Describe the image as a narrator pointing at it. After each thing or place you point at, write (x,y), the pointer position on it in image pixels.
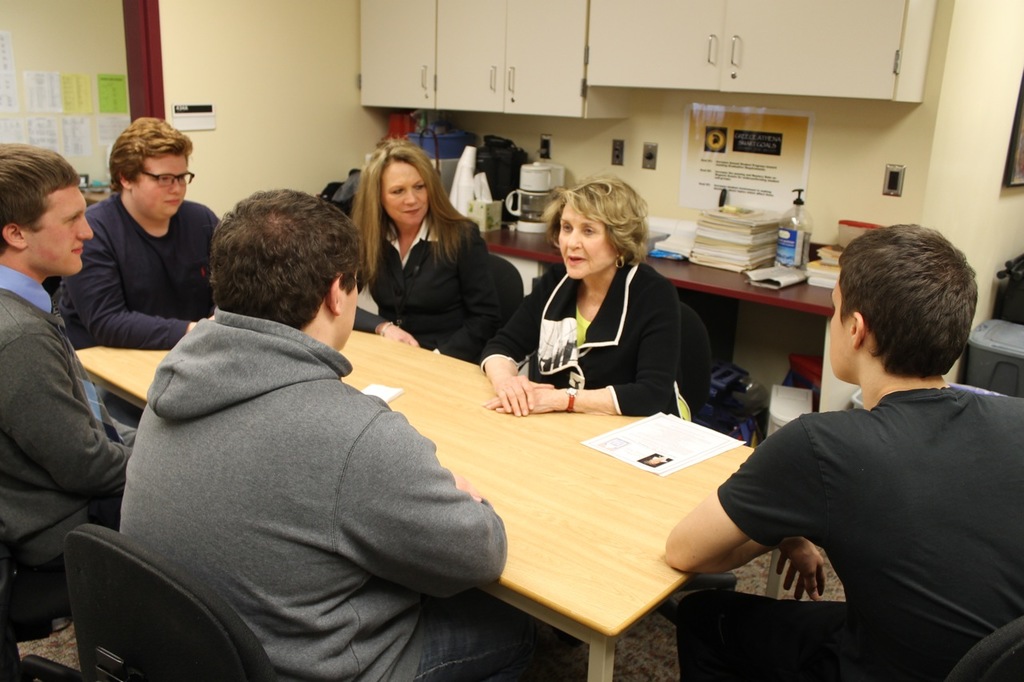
This is the picture of six people (152,403) sitting on the chair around the table (112,377) on which there are some papers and behind them there is a shelf (367,3) and a desk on which some things (555,182) are placed.
